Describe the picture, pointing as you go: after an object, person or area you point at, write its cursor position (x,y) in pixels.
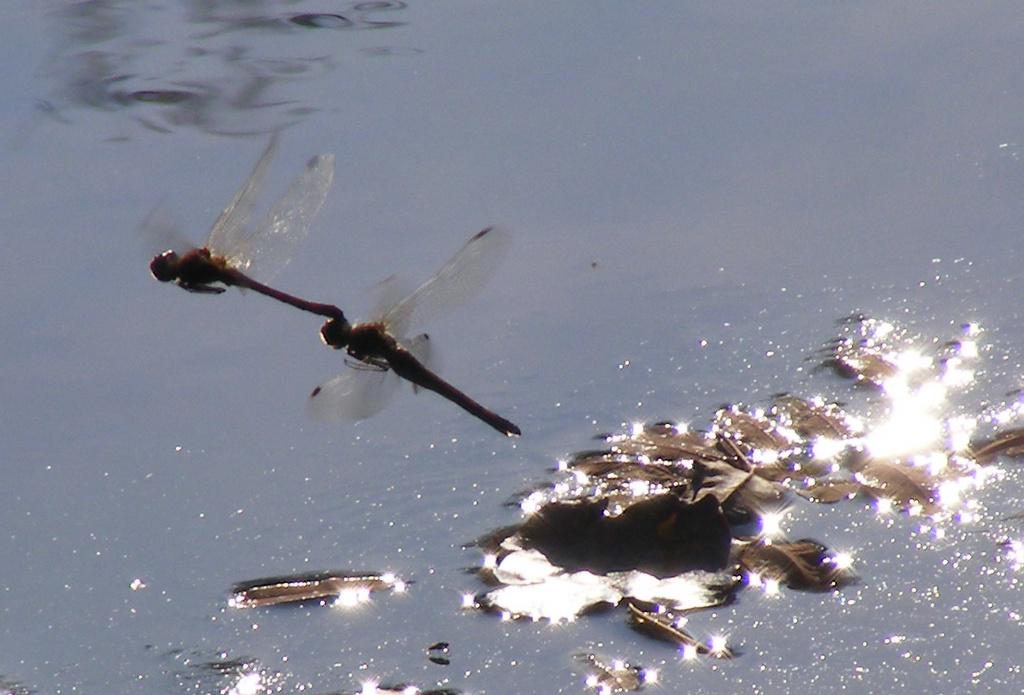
In the foreground of this image (408,359), there are two dragonflies (255,263) in the air. Behind it, there are leaves (749,448) on the water (783,262).
